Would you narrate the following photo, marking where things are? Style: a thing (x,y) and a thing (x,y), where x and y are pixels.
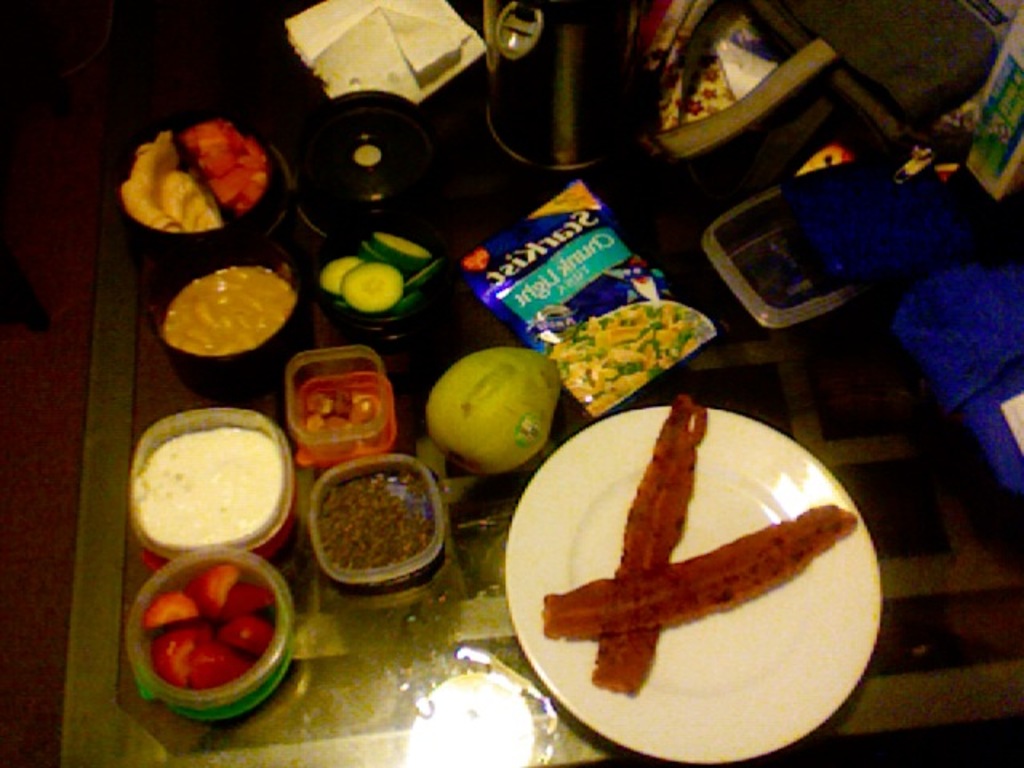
This image consists of foods (333,283) which is in the center (471,414), on the table (435,377). On the right side (907,215) there are objects (923,250) which are blue in colour and on the top (570,66) there is a flask (569,69) and a paper (401,41).
